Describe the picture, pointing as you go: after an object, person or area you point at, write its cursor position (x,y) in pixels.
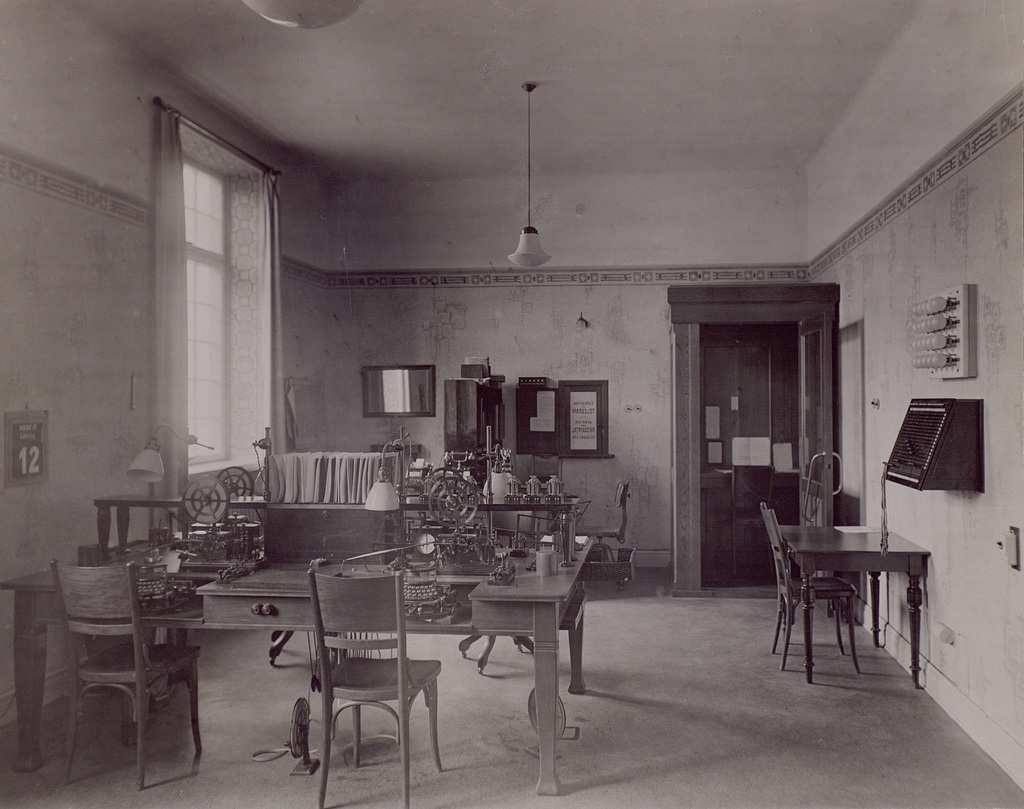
This image is taken inside the room (637,355). In this image we can see the tables (451,624), chairs (331,601), lamps (388,506), framed (594,408), mirror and also calendar (36,454) attached to the wall (115,455). On the right (940,332) we can see the lights (928,304) to the board (957,318). We can also see the window (196,343) with the curtain (181,335). At the top (707,55) there is ceiling (698,91) with the light (544,260) and at the bottom (728,686) there is floor (741,734).
